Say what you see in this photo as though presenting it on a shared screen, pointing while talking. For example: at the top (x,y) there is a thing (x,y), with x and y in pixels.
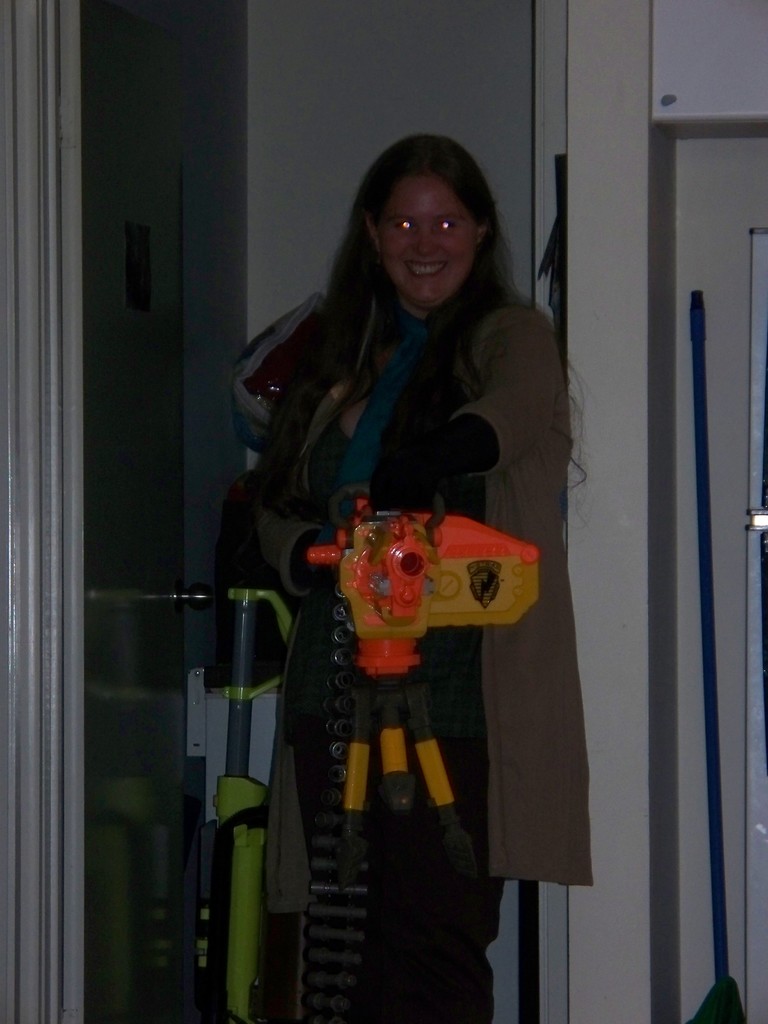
In this image we can see a woman (496,646) with long hair (447,385), wearing brown coat (546,681) is holding a toy (391,643) in her hand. In the background (104,589), we can see a stick (704,701) and a door (107,580).
